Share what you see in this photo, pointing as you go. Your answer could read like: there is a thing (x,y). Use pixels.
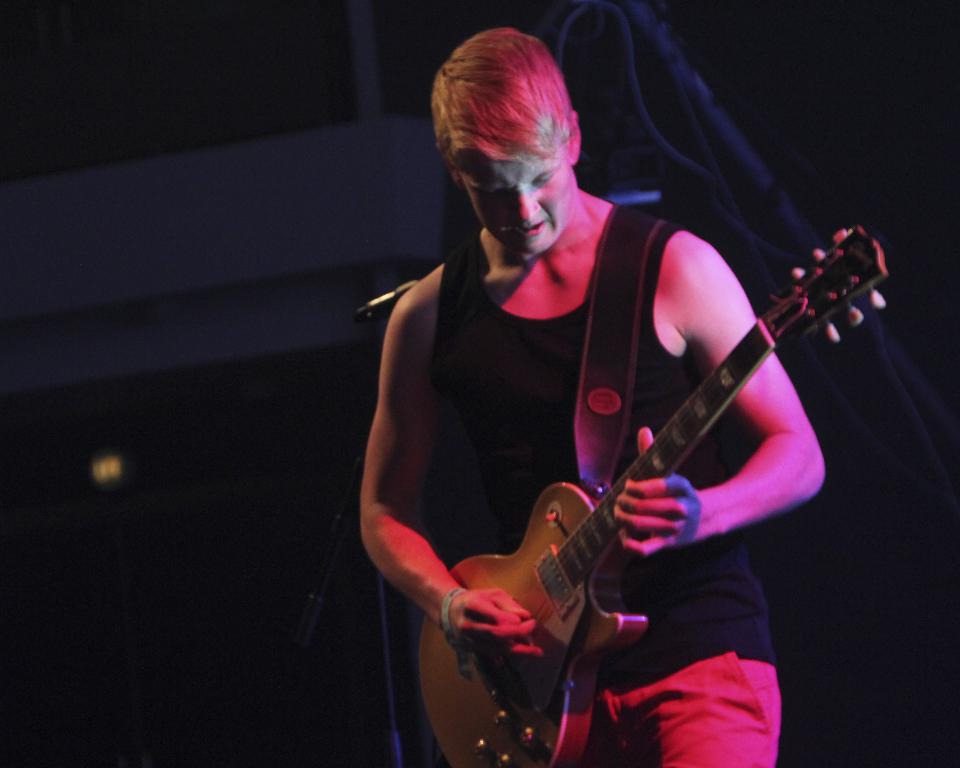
This is a picture of a man (575,451) in black t shirt (546,428) was holding a guitar (546,618) to the left side of the man (436,349) there is a microphone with stand (382,636). Behind the man (543,386) there is a wall (252,238) and some cables (669,152).
